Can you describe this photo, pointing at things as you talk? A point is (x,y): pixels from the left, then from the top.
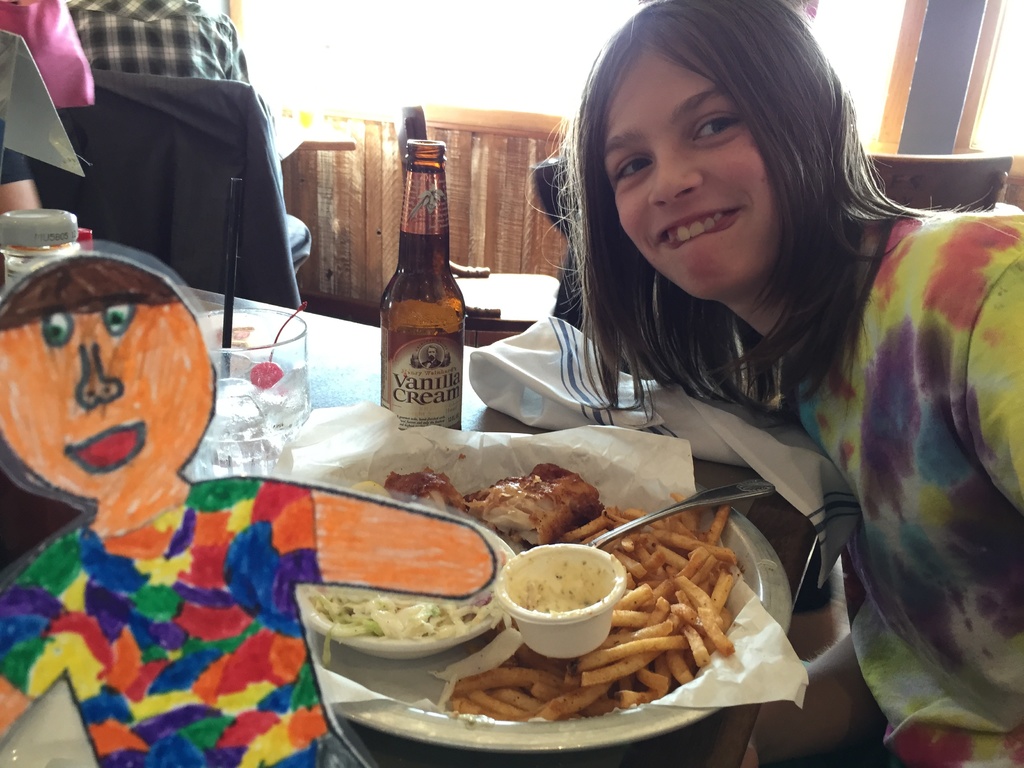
In the picture we can see girl (799,280) wearing multi color dress (882,419) sitting, there are glasses (216,316), bottles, some food items (493,484) which are on table (34,532) and in the background (195,8) there is some other person (188,65) sitting on chair (248,168).
